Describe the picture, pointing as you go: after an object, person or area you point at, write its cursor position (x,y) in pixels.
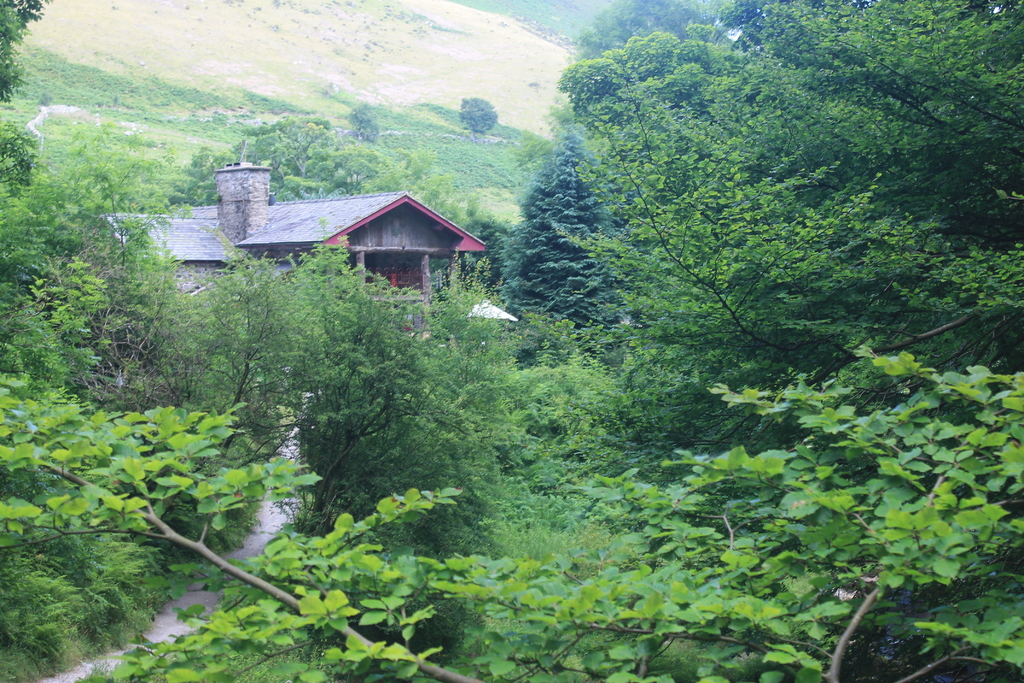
In this image we can see there is a building (387,240) and there are trees (601,283) and grass (188,121).
